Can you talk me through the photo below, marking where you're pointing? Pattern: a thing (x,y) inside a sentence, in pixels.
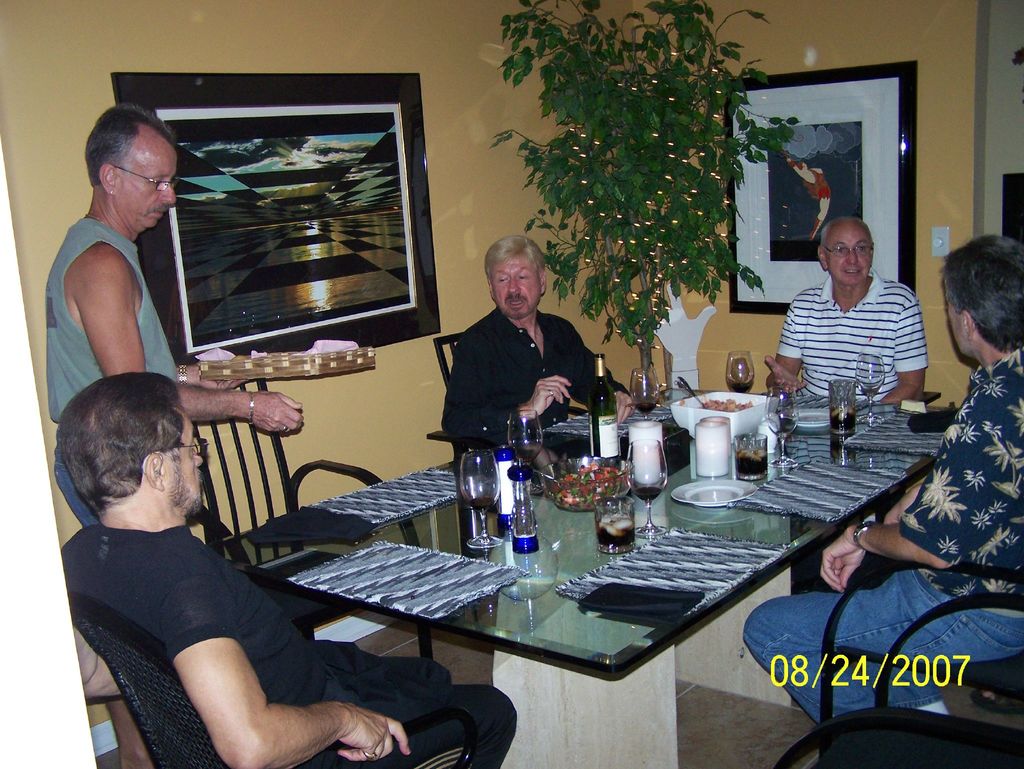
This picture shows a group of people (897,302) seated on the chairs (936,719) and we see few wine glasses (482,524) and bottles (591,405) and some food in the bowl (728,417) on the dining table (276,557) and we see a man (262,409) serving and we see couple of photo frames (766,250) on the wall (760,67) and the plant (562,201) on the side.
